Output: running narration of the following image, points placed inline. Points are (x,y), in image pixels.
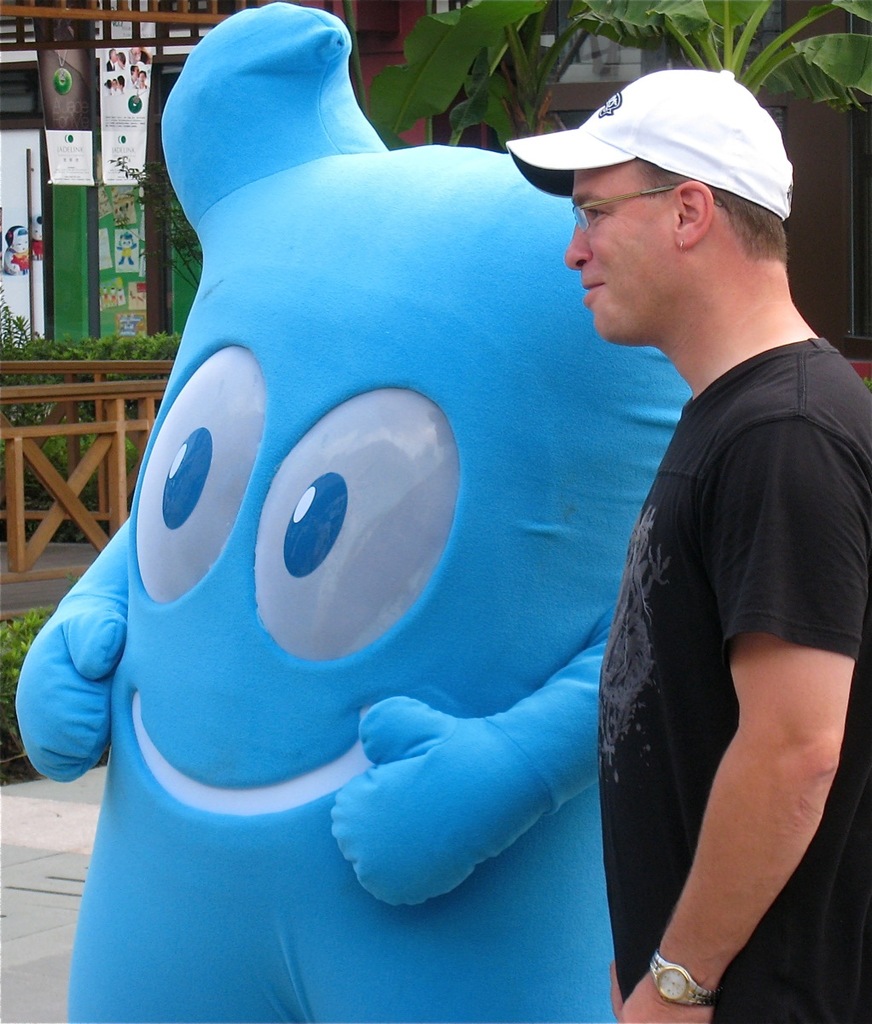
In this image, there is a person (633,530) wearing clothes (658,663) and standing beside the mascot (436,804). This person (692,508) is wearing spectacles (598,201) and cap (680,100). There is a tree (706,50) in the top right of the image (725,41).
